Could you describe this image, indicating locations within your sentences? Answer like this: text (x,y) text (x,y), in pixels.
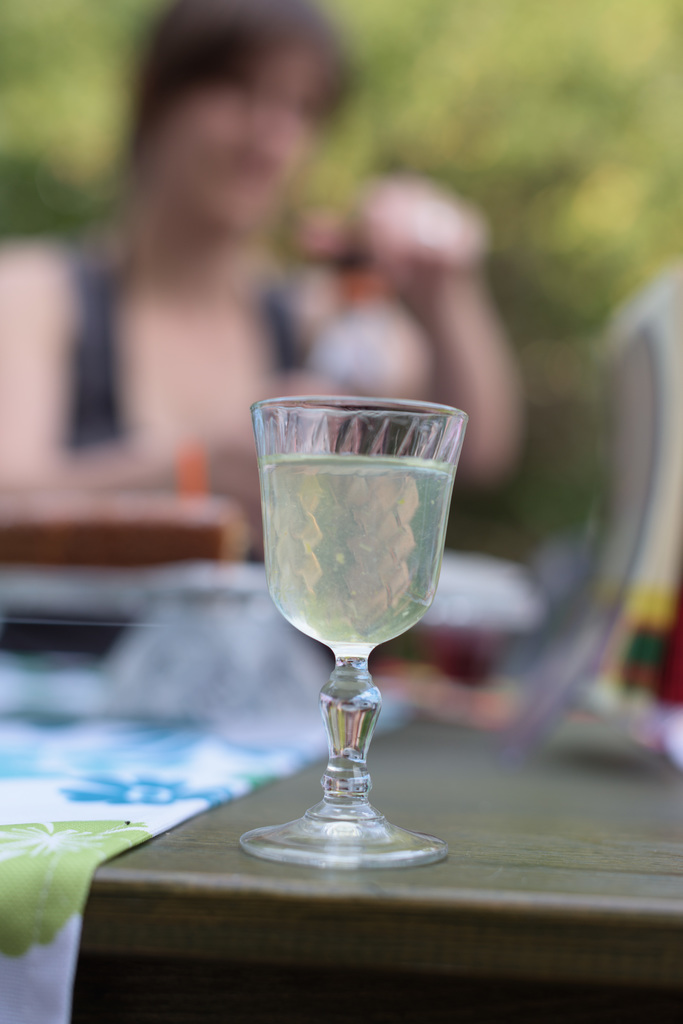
In this picture we can see liquid (329,507) in the glass (382,606). We can see a cloth (44,845) on the table (305,902). There is a person (252,286) and some objects (561,579) in the background (422,227). Background (74,7) is blurry.
